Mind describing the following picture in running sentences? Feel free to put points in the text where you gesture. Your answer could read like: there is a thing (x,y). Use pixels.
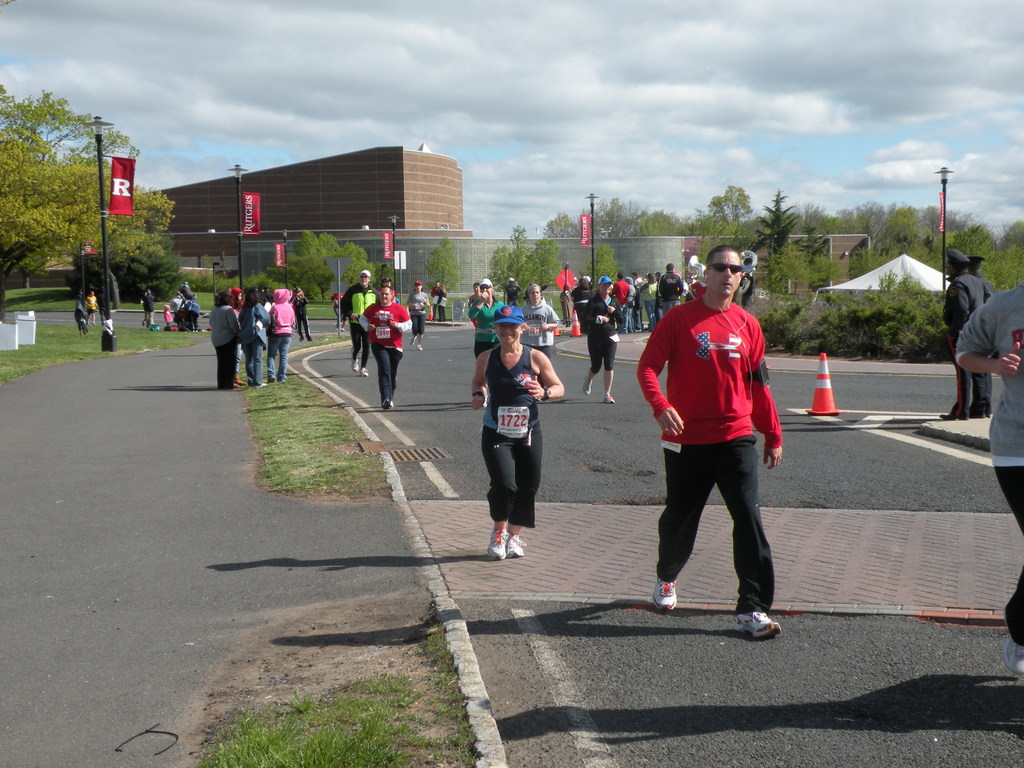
Here we can see people (715,364) and we can see grass (358,743) and traffic cone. Background (81,165) we can see poles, banners (254,221), building (357,217), trees (928,230) and sky (541,75).
